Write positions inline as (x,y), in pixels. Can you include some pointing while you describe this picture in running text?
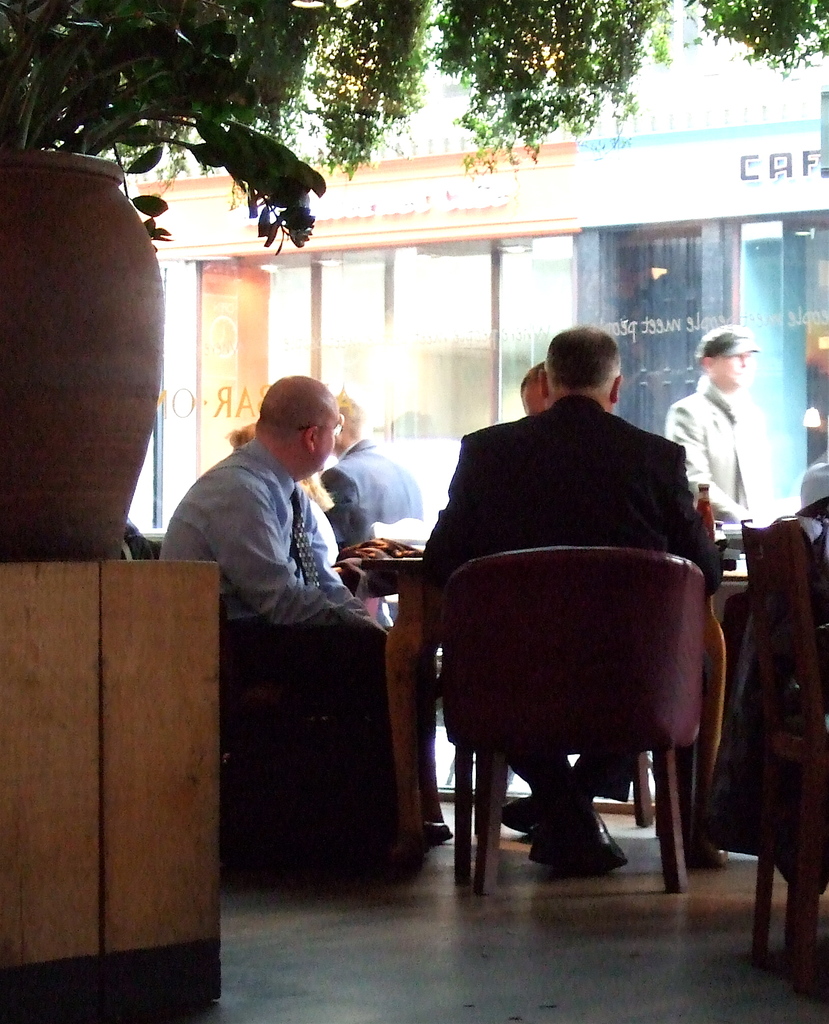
There are group of people (720,562) sitting on the chairs (777,603) in front of the table (419,584). I think this is a bottle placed on the table (737,578). At left corner of the image (116,472) I can see a big flower pot (115,321). This is a small plant (117,82) planted in the flower pot (83,302). At background (701,437) I can see a man (685,406) walking. At top of the image (508,59) I can see tree leaves (543,71). This is a building (639,267) With the name board (772,183).
